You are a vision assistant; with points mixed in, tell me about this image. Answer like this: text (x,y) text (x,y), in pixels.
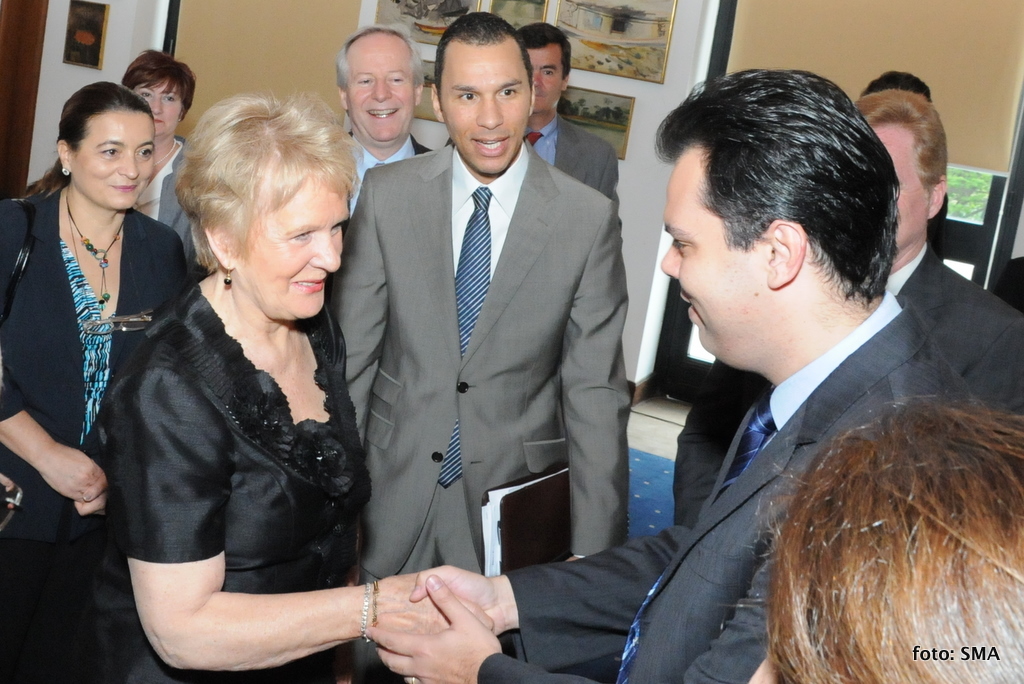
In the image we can see there are people (417,276) standing, wearing clothes (35,248) and they are smiling. We can see there are many frames (652,46) stick to the wall (681,54) and on the bottom right (956,653) we can see the watermark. On the left side (215,567), we can see a woman (335,608) wearing a bracelet (377,608) and earrings (231,275), and the other woman (130,268) is wearing earrings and carrying bag (9,307).
